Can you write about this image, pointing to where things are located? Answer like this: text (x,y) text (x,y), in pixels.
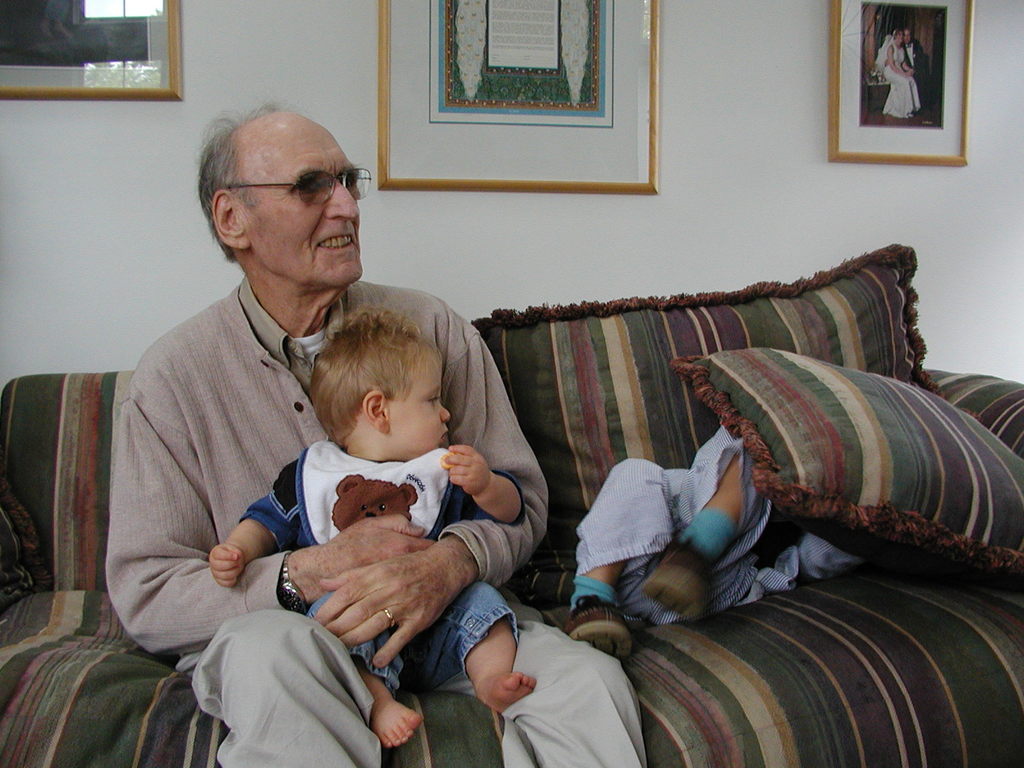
In the picture we can see man (246,445) sitting on a couch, holding baby (467,665) in his hands (384,593), we can see another kid (681,535) lying on couch (536,583) and there is pillow (719,328) and in the background of the picture (387,113) there are some photo frames (401,68) attached to the wall (12,294).
